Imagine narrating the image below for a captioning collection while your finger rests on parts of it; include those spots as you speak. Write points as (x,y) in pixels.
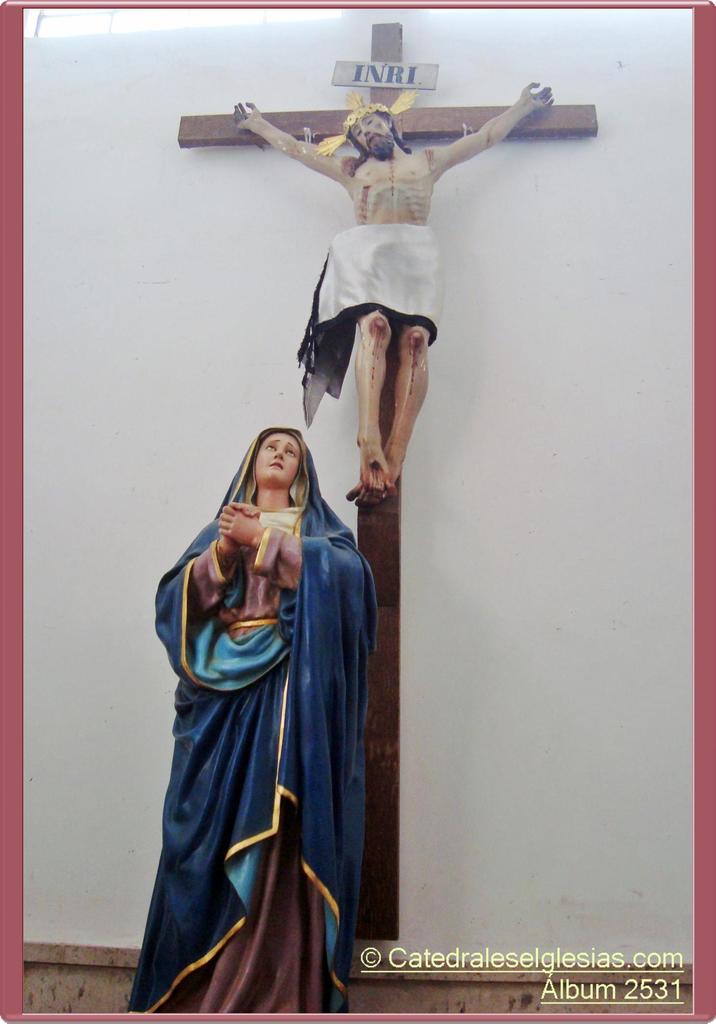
In this image we can see two statues (300,684). one is of man (398,215) and the other one is of woman (225,780).
